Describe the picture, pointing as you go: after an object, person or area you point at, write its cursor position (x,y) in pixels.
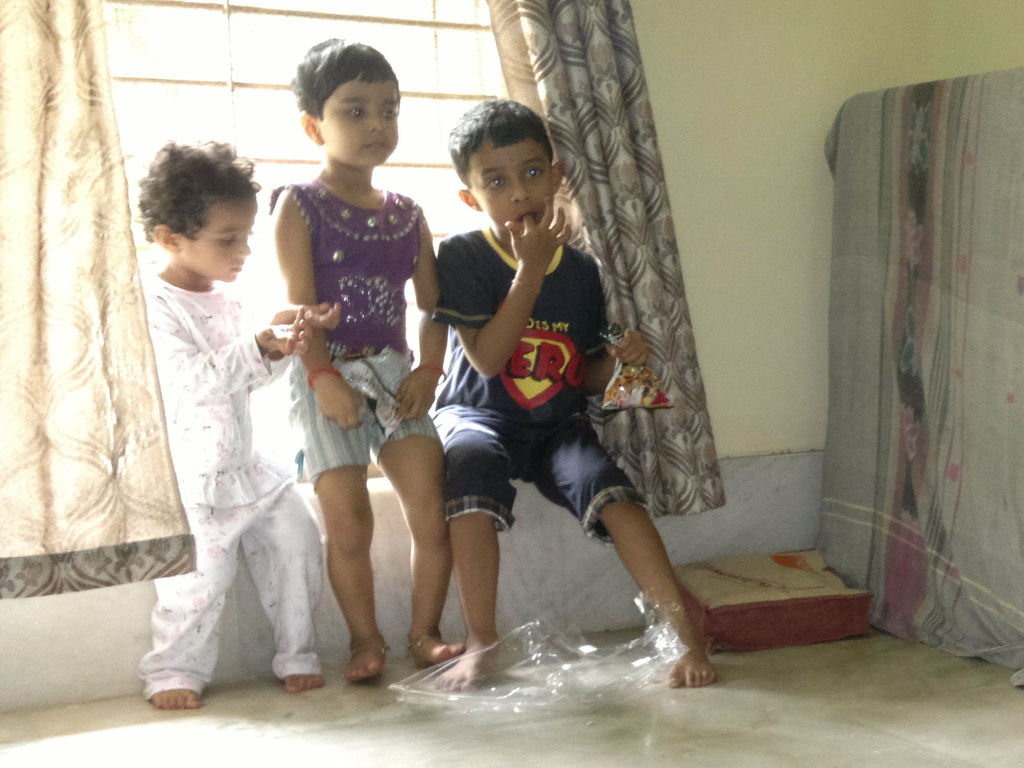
In this image I can see three kids (466,404) on the floor (859,646), pillow (821,637), cloth (925,637), curtains (20,358), wall (745,235) and a window (425,30). This image is taken may be in a hall (265,397).
